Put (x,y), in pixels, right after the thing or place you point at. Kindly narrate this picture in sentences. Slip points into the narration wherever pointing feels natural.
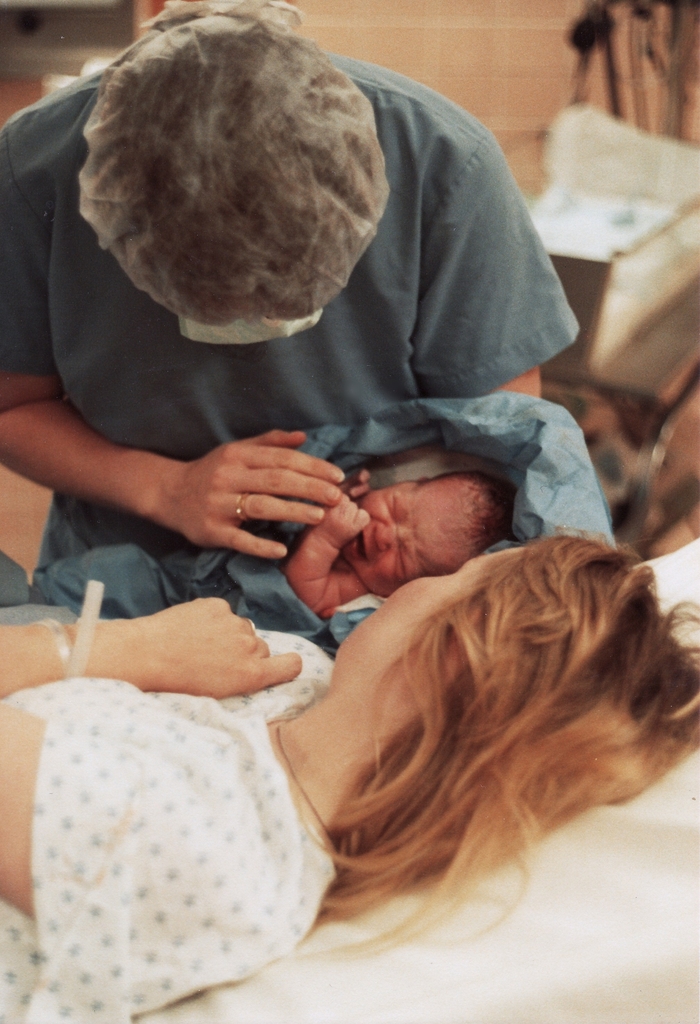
In this image there is one woman (272,881) is lying on the bed (575,875) on the bottom of this image (289,866) and there is one person (335,408) is holding to a baby (321,547) on the top of this image (291,239) and there are some objects (578,362) kept on the right side of this image (627,319) and there is a wall (477,61) in the background (458,20).
